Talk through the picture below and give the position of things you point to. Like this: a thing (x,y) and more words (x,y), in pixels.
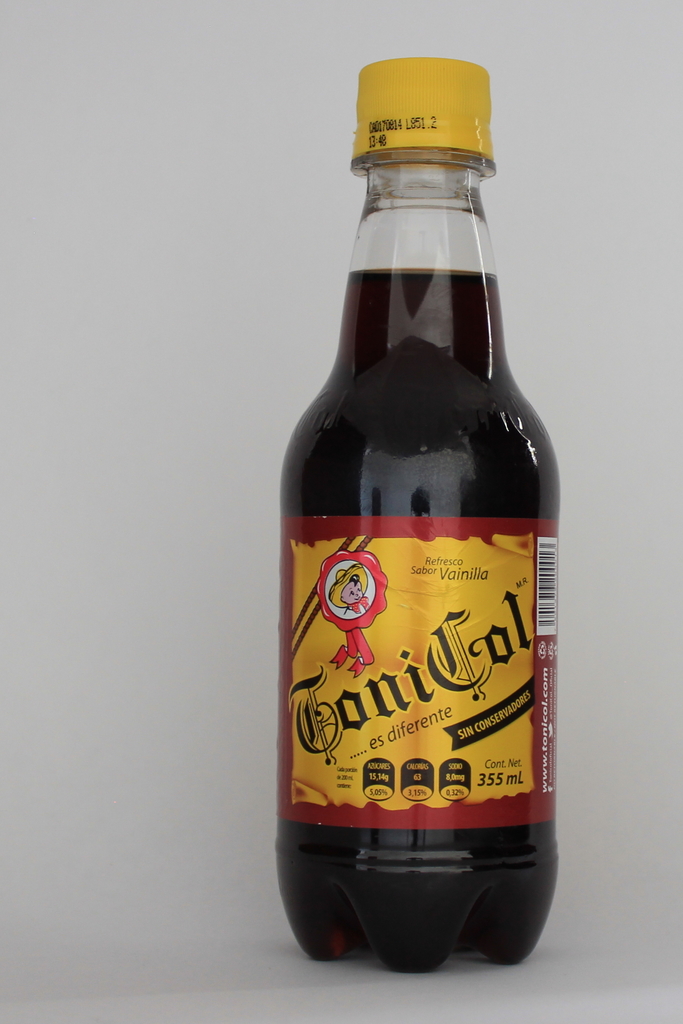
In this picture i could see a bottle (464,353) filled with some liquid (467,367) with yellow color lid (430,93) on it. It is placed on the countertop (225,969).
